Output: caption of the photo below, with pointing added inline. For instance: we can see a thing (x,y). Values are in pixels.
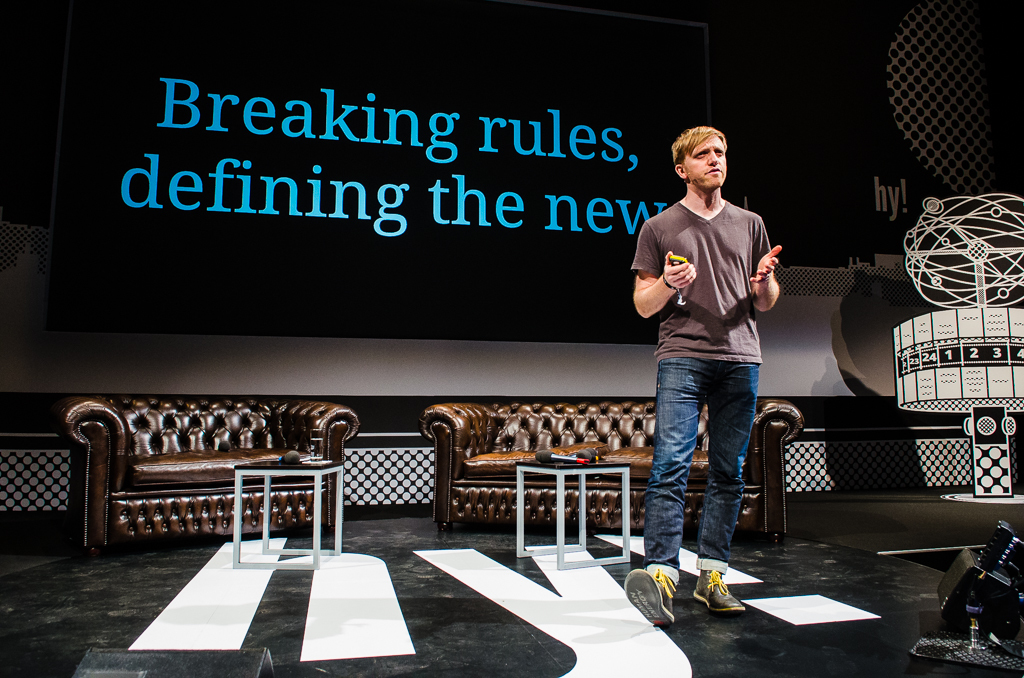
In this image in the center (679,446) there is a man (710,390) standing. In the background (337,438) there are sofas (302,441) and there is a screen (363,189) with some text (321,201) written on the screen (435,167).
